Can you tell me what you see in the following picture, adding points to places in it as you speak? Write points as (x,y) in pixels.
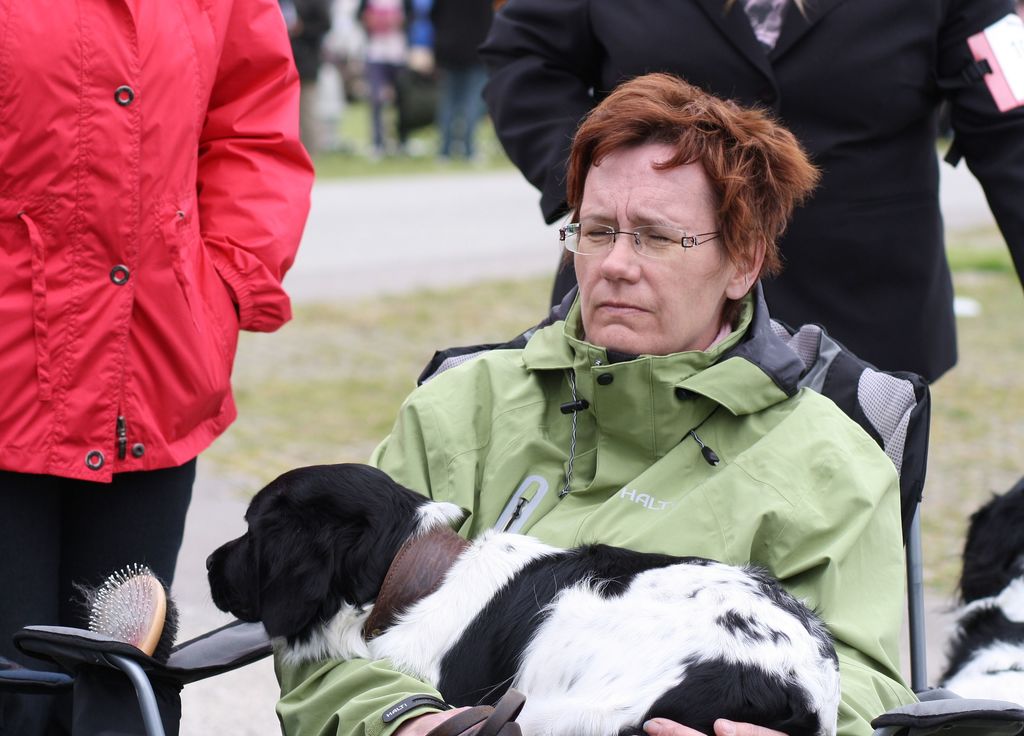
In this picture there is a woman (754,488) sitting in a chair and holding a dog (523,596) in her hands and there are few people (477,62) standing behind her.
